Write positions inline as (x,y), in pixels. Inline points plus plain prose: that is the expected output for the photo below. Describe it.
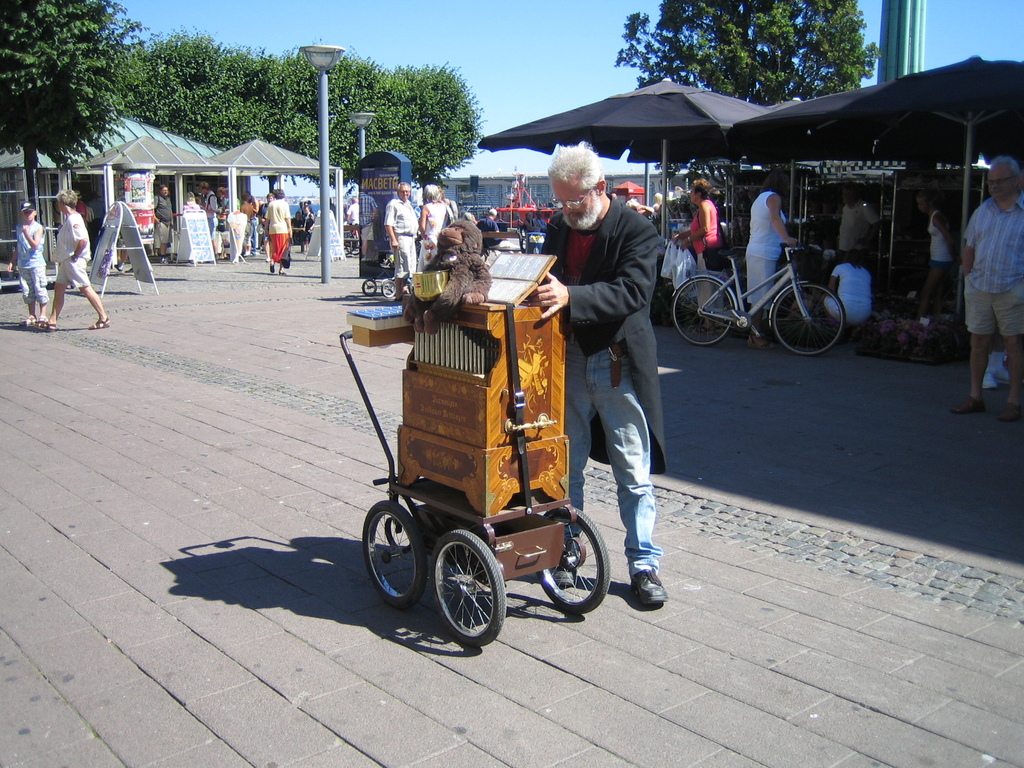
In this picture I can see there is a man (590,368) holding a wooden object (420,373) and in the backdrop (32,235) I can see there are some people (71,243) and there are poles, trees (349,112) and the sky (429,60) is clear.
